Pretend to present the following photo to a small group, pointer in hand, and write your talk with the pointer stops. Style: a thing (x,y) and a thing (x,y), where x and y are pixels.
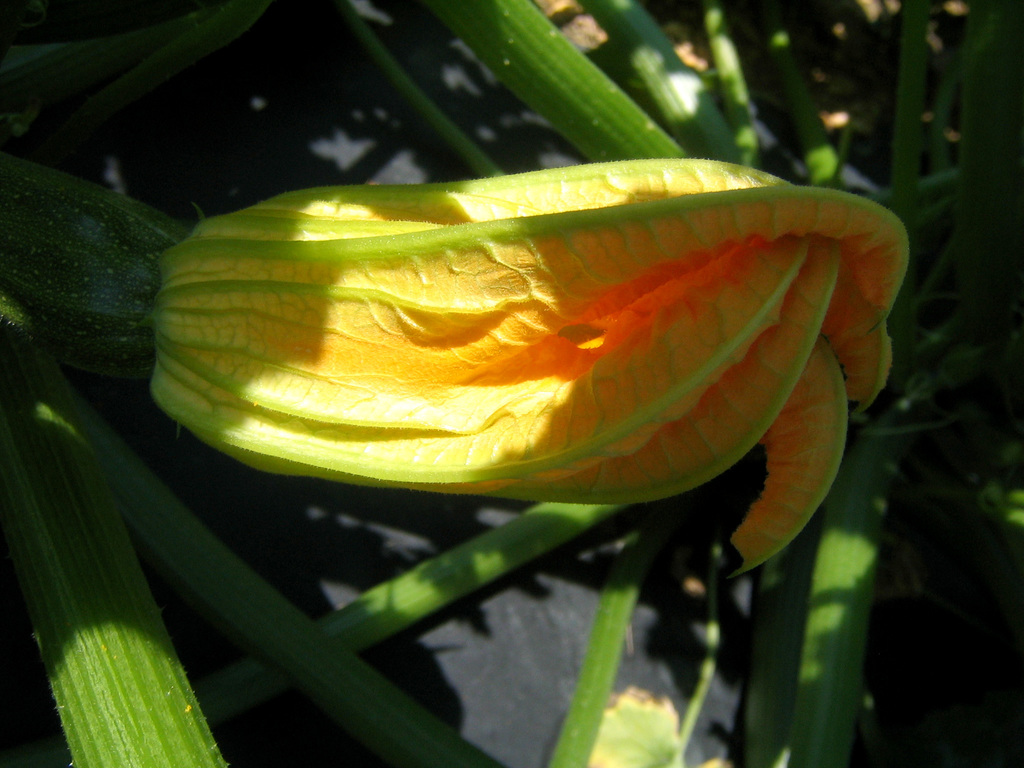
In this image we can see a flower (626,320) and the stems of a plant (525,557).
